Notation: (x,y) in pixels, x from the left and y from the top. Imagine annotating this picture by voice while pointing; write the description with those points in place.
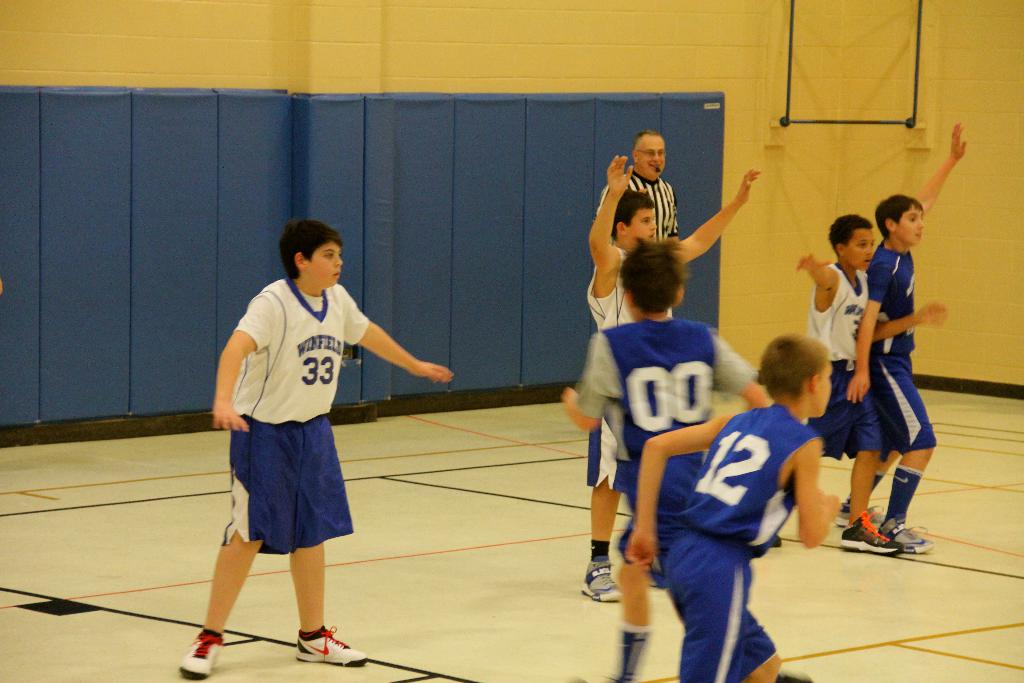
In the image there are few players (871,410) with blue and white dresses (272,494) standing on the floor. Behind them there is a man (637,184) with black and white lines t-shirt (653,200) is standing. In the background (472,109) there is a wall (621,81) with blue objects (349,170).
